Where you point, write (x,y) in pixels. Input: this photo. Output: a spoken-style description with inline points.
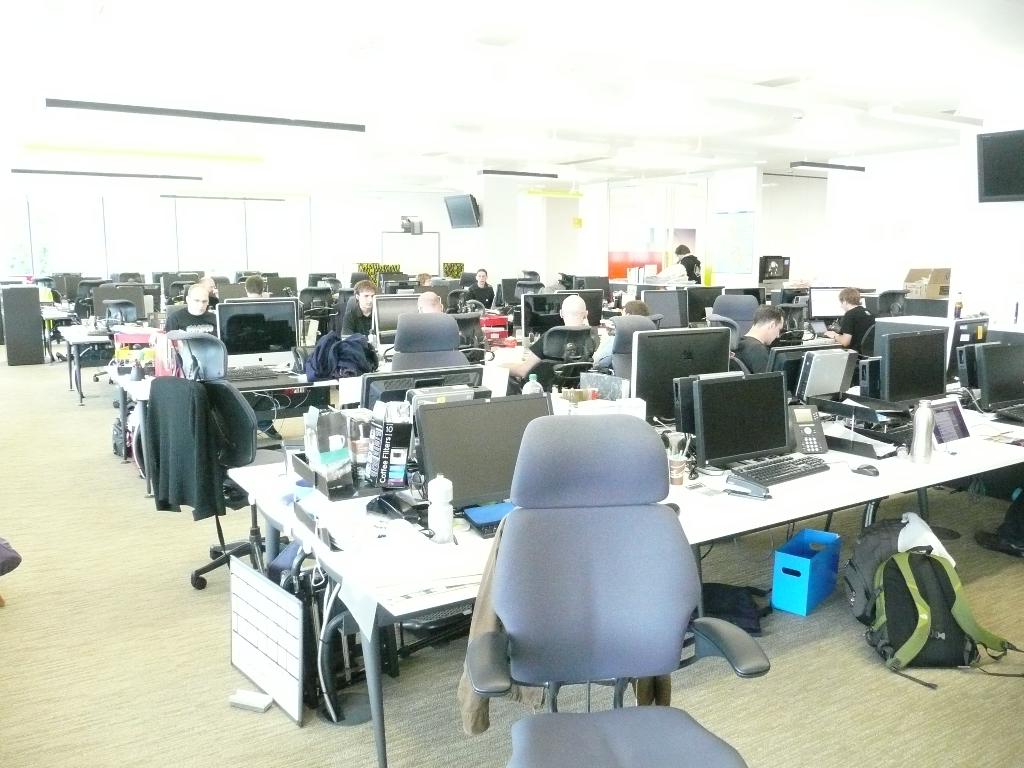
Here we can see a few electronic devices (692,433) with keyboards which kept on this wooden table (426,544). We can see few people (754,339) sitting on chair (565,357) and working on a computer (726,355). These are the bags (954,566) which are on the right side (954,644).
